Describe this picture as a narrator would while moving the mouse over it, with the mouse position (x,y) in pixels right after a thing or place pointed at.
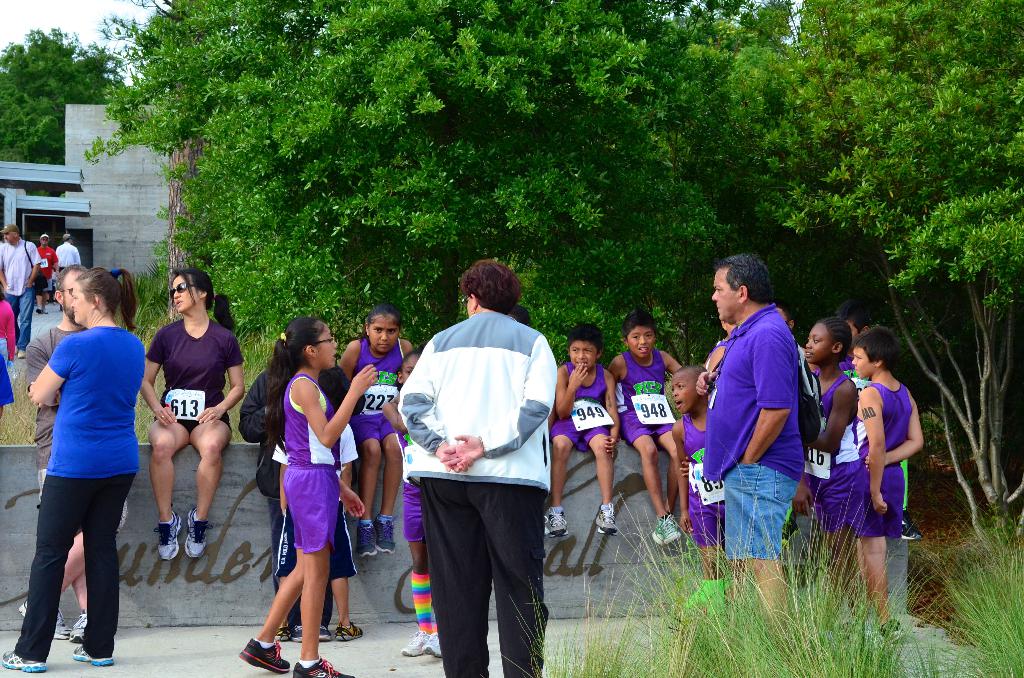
In this image, we can see a group of people (491,525). Here few people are sitting on the wall (625,486). At the bottom (848,610), we can see plants (814,656) and path (578,655). In the background (599,204), there are few trees (778,201), plants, wall (18,539), people (3,285), walkway (47,310) and sky (121,12).
